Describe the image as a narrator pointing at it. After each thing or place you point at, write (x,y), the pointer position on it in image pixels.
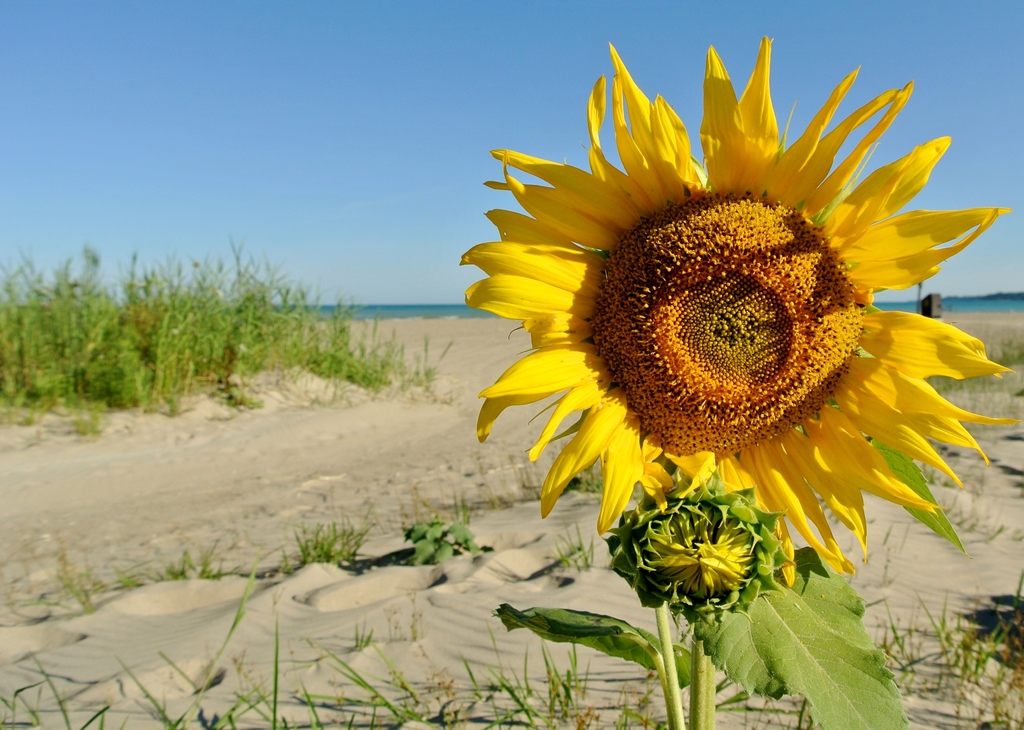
In the picture I can see a sunflower (593,213) on the right side (874,436). I can see the green grass (10,372) on the sand (329,451). There are no clouds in the sky (315,124).
